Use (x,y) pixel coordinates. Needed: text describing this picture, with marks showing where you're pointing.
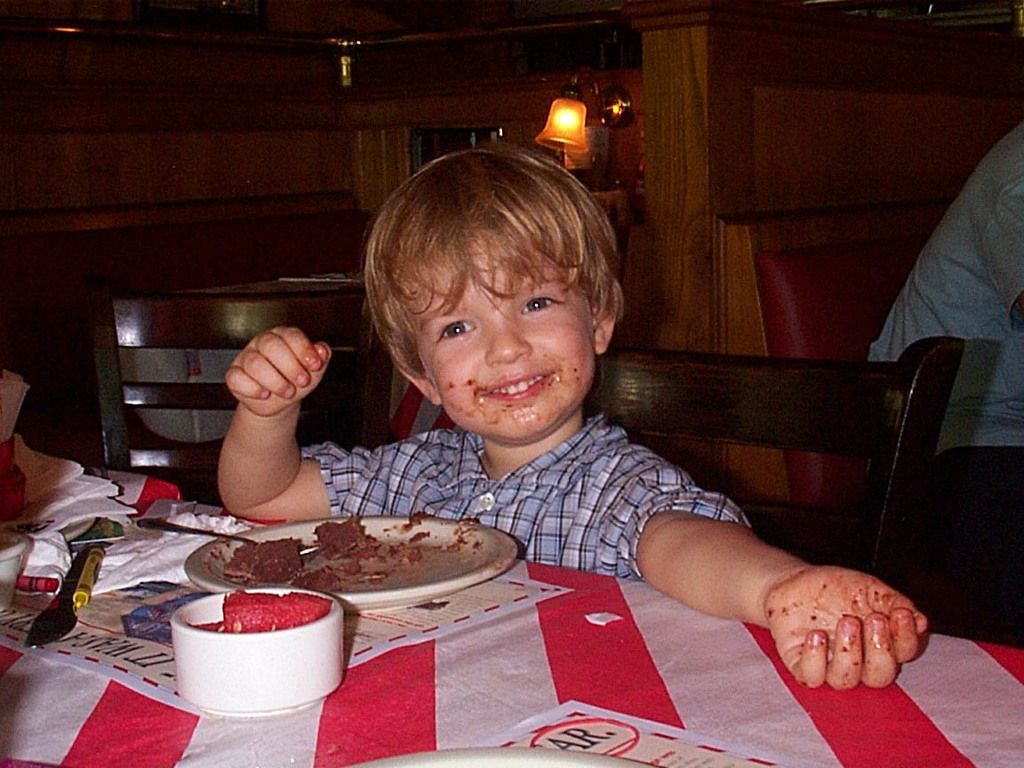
In the center of the image (592,505) we can see a kid (591,486) is sitting on the chair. In front of a kid (578,513), there is a table (439,682). On the table (295,713), we can see a plate (371,596), bowl (333,603), some food items (259,600) and some objects (83,550). In the background (519,113) there is a wall (700,110), light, one person (927,263) and a few other objects (607,205).
